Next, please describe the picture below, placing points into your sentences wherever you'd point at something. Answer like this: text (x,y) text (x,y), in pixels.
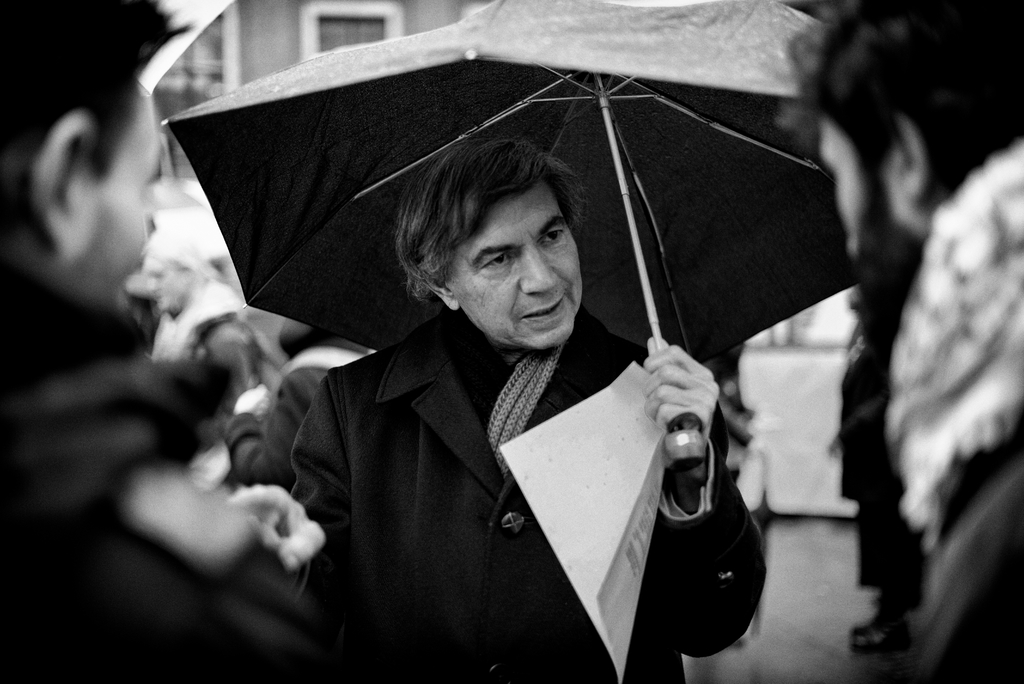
This is a black and white image. Here I can see three men (71,158) standing. The man (447,430) who is in the middle (498,341) is holding an umbrella (661,298) and a paper (628,524) in his hand (691,381) and looking at the man (915,250) who is on the right side (940,343). At the back of these people (471,509) there are some more persons (200,287). The background (269,377) is blurred. At the top of the image (330,34) there is a window (361,8) to the wall (266,27).
